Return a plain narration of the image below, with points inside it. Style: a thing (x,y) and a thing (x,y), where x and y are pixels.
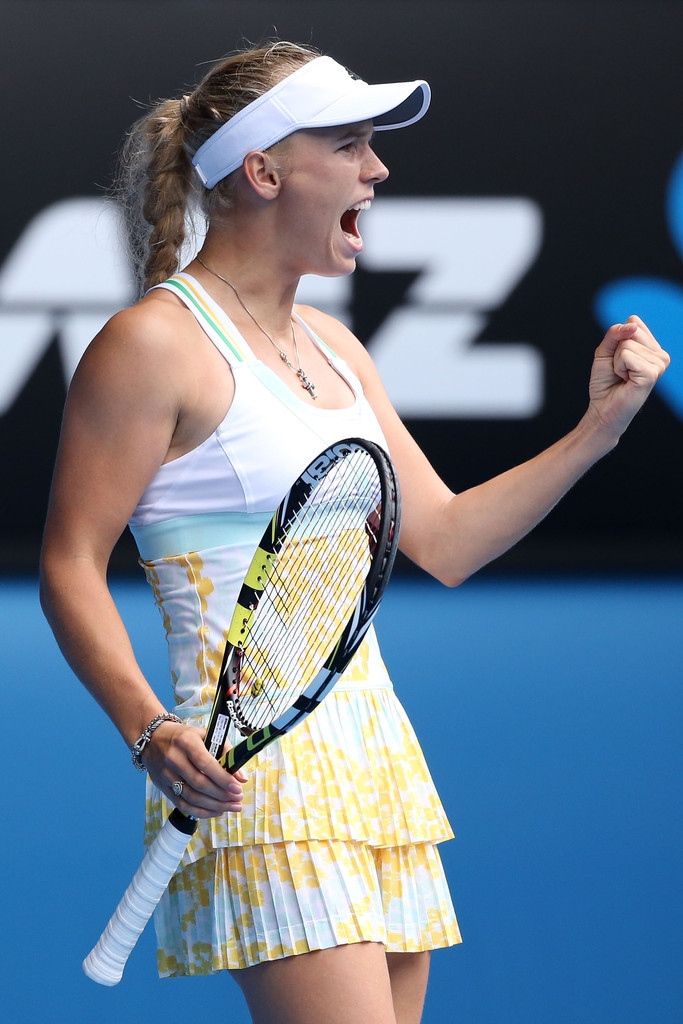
Here we can see a woman (277,206) standing and screaming aloud, and holding a racket (301,563) in her hand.
